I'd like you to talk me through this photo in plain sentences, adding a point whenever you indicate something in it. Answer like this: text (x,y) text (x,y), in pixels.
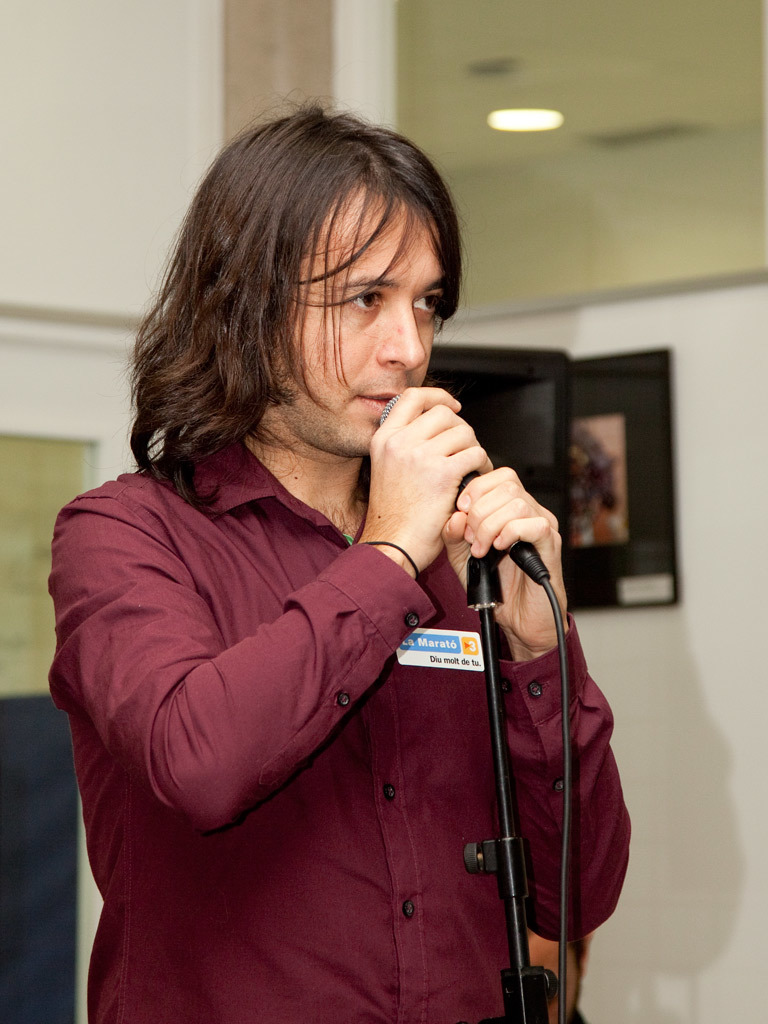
This image is clicked in a room (706,398). There is a man (137,563) standing and talking in a mic (463,485). He is wearing brown shirt (360,806). In the background (713,624) there is a wall (668,322).
